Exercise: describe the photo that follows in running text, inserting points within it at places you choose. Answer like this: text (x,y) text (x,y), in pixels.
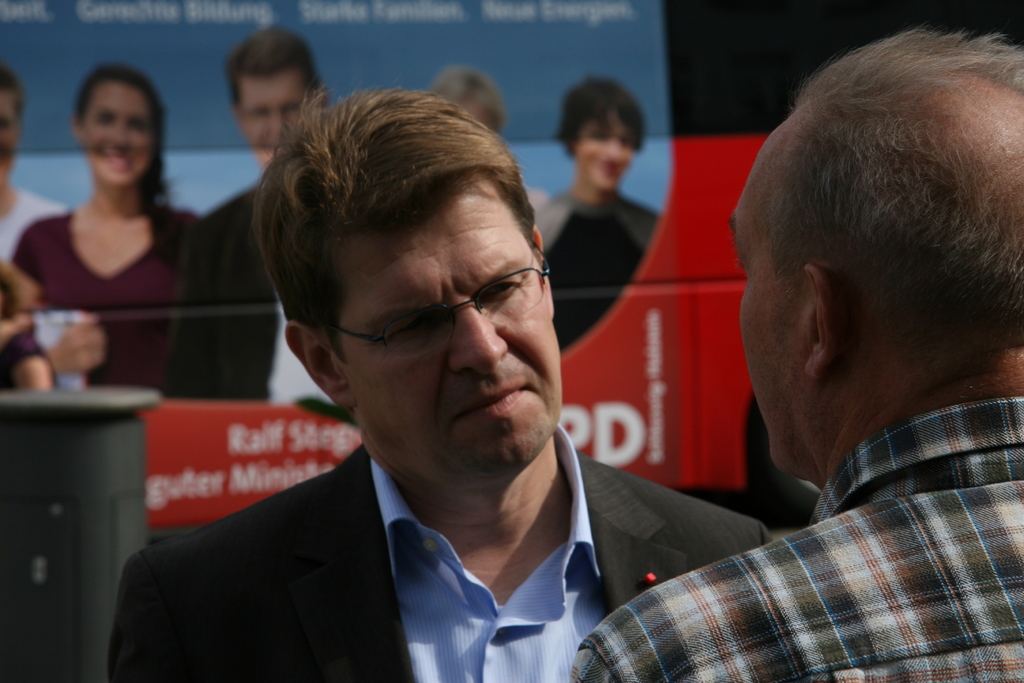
In this picture we can see there are two people (585,475) standing and behind the people (399,545) there is a banner (207,121).
